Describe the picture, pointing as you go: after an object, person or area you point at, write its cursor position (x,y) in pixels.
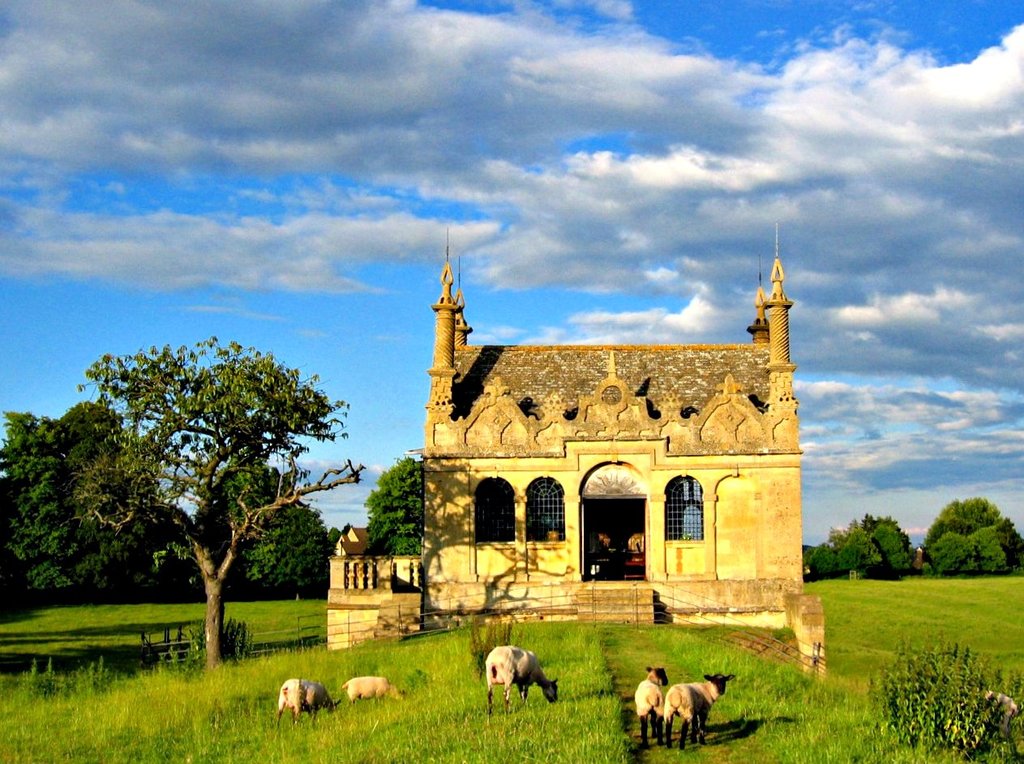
In this picture we can see five animals (668,713) on the grass (472,718), plants (480,623), building (491,542), trees (104,514), some objects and in the background (241,299) we can see the sky (410,232) with clouds (429,218).
